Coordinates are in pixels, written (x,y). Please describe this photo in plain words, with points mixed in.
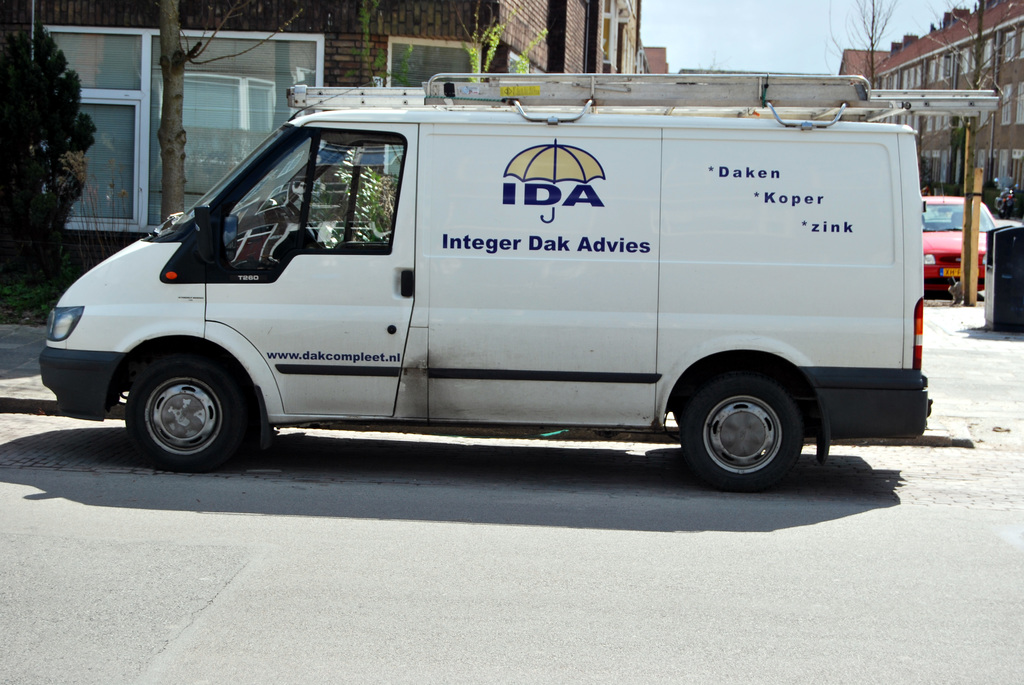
In this picture I can see buildings (1010,36) trees (70,109) and I can see a van (717,325) and a car (924,271) on the road (801,456) and a cloudy sky (803,31).
